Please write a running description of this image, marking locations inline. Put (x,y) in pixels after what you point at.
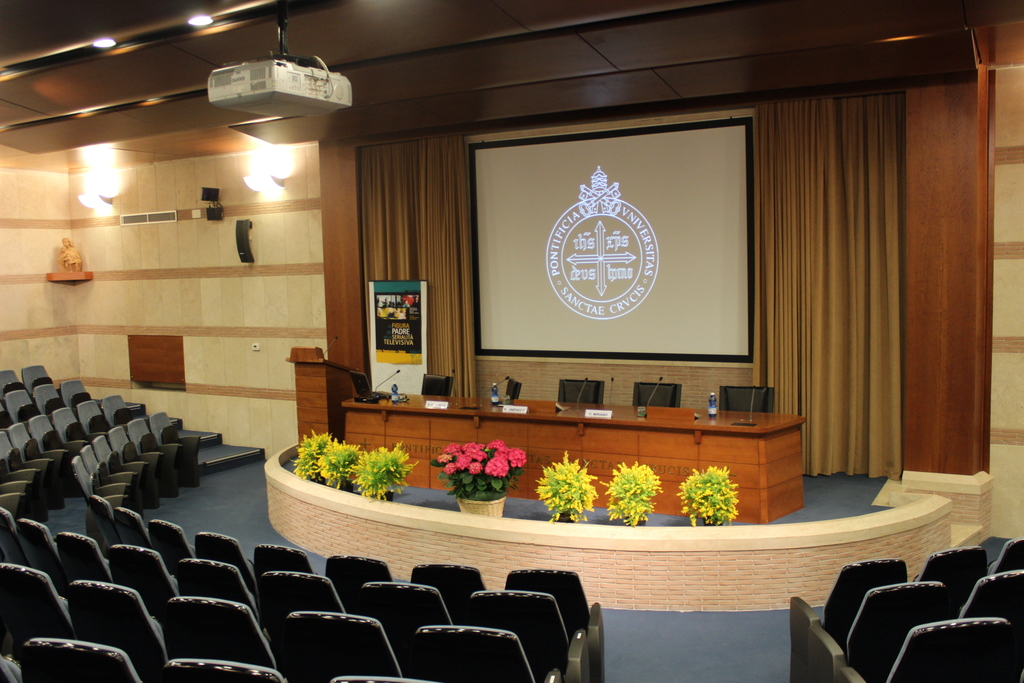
In the center of the image (668,430) there is a table (529,441) on which there are mics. There are flower pots (565,489). At the bottom of the image (383,585) there are chairs (418,610). In the background of the image (688,344) there is a screen (687,289). There is a curtain (380,220). At the top of the image (397,69) there is ceiling (156,23) with projector (286,108). To the left side of the image (156,253) there is a wall (117,220).
